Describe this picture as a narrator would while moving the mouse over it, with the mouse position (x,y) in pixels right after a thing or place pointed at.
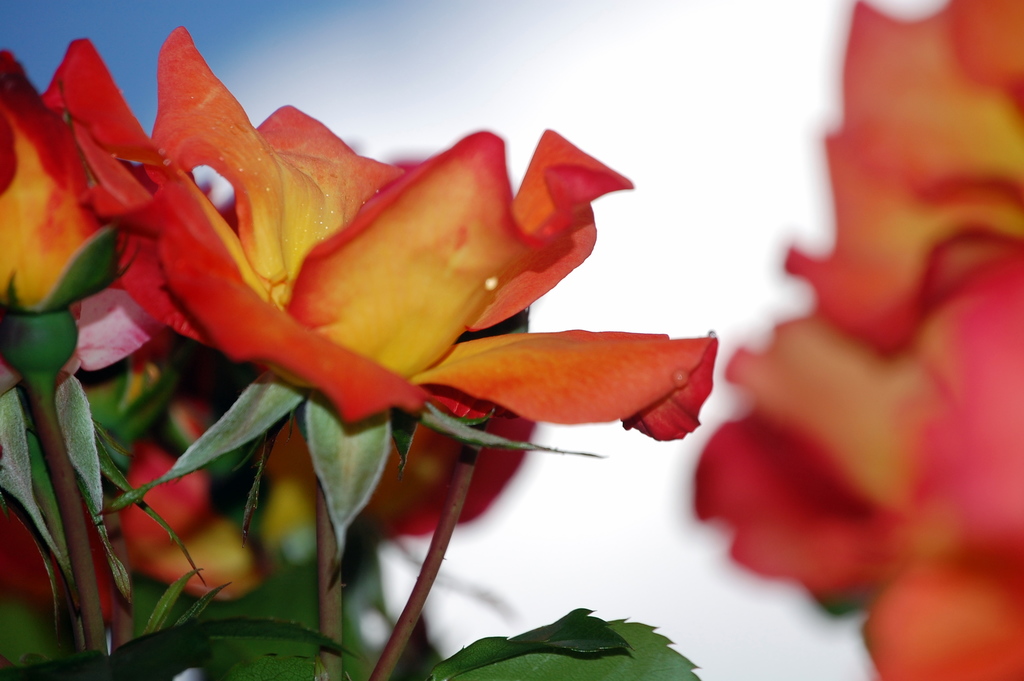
In this picture I can see there are a few flowers (326,391) and they have leaves (277,678) and stems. There is an orange color flower (891,481) blurred at the right side (956,267).
